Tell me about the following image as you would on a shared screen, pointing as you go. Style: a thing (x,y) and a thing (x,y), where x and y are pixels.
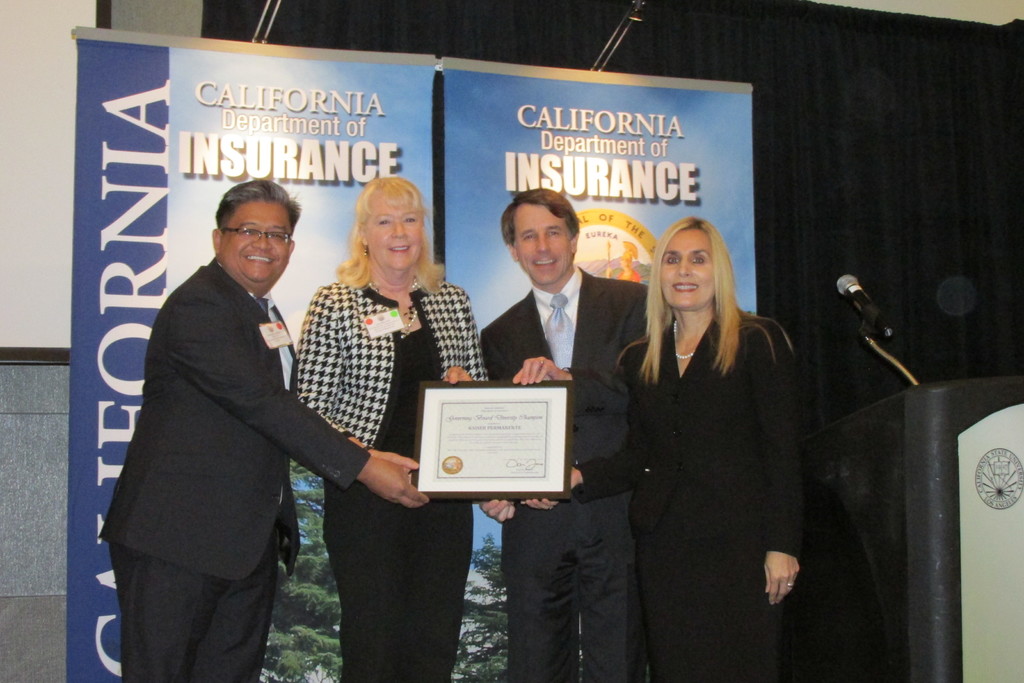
In the image we can see two men (309,421) and two women (678,359) standing, wearing clothes (577,401) and they are smiling, two of them are wearing identity card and they are holding the frame (481,428) in their hands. Here we can see podium (927,445), microphone (870,311), poster (351,96) and text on the poster (422,101). Here we can see the curtains (842,75), lights (630,19) and the wall (40,157).
